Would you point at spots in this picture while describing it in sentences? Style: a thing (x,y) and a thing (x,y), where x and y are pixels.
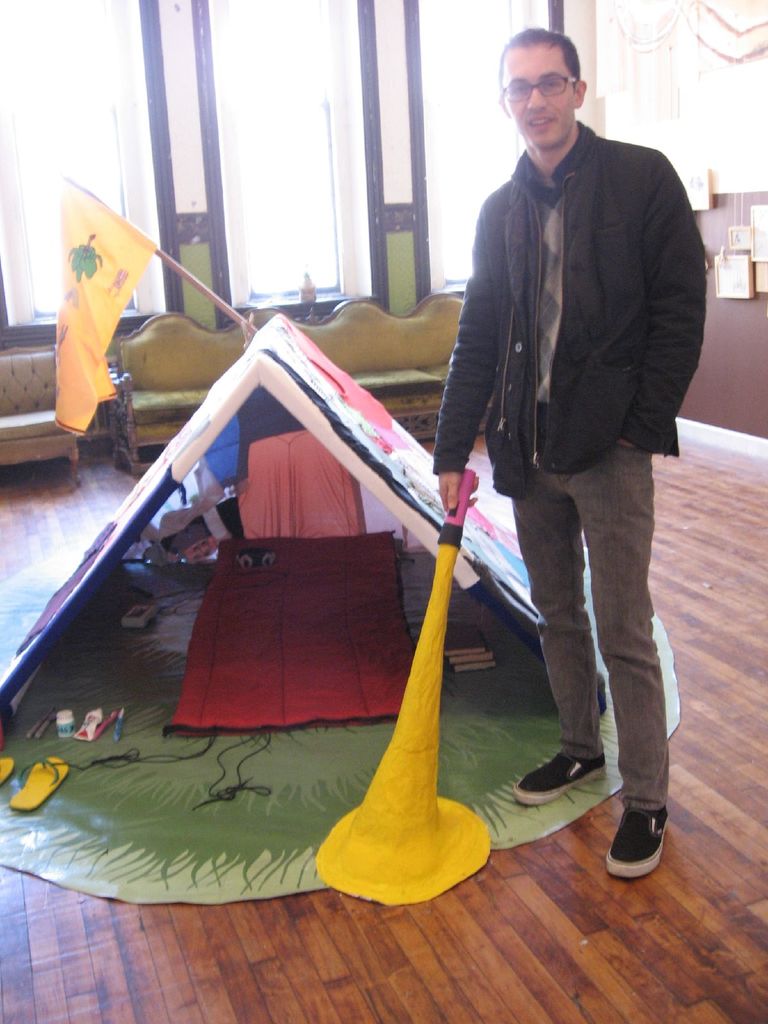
In this image I can see a person (598,375) wearing black jacket (609,327) and spectacles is standing and holding an object (456,524) which is yellow, black and pink in color. I can see a small tent (234,395), few couches (183,386), a yellow colored flag (83,374) and few other objects (64,730) on the brown colored floor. In the background (731,336) I can see the wall (723,348), few objects (724,288) hanged to the wall (746,329) and few windows (451,181).
